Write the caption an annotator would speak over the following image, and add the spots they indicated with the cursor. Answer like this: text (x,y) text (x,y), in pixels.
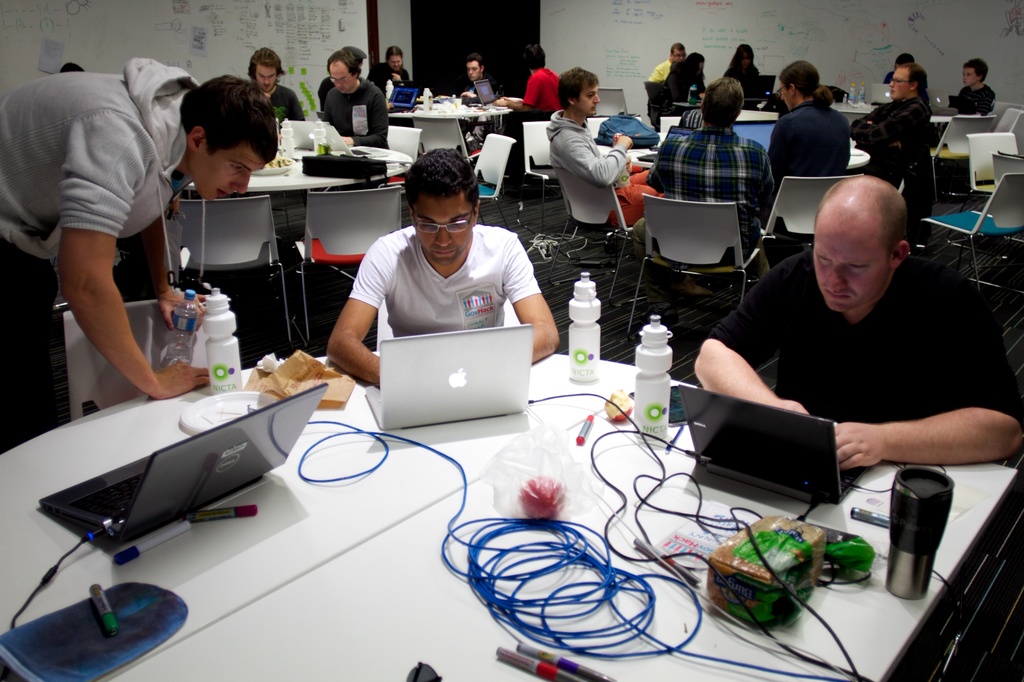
In this picture I can see a number of people (502,254) sitting on the chairs (360,227). I can see the electronic devices (440,410) on the tables (484,437). I can see the bottles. I can see the markers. I can see a person (187,84) standing on the left side (122,220).
